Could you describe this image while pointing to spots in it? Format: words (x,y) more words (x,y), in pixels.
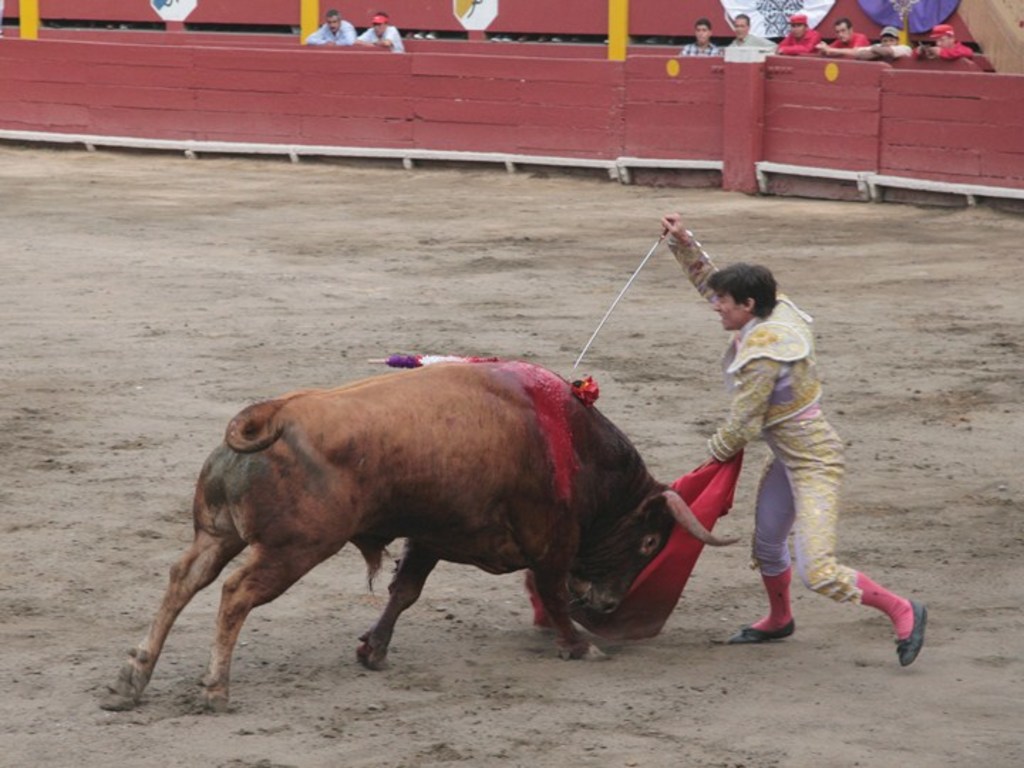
In this picture I can see a man (767,356) standing and holding a sword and a red color cloth (733,463), there is a bull (623,571), and in the background (911,99) there are few people (948,38) standing and there is fence (270,144).
